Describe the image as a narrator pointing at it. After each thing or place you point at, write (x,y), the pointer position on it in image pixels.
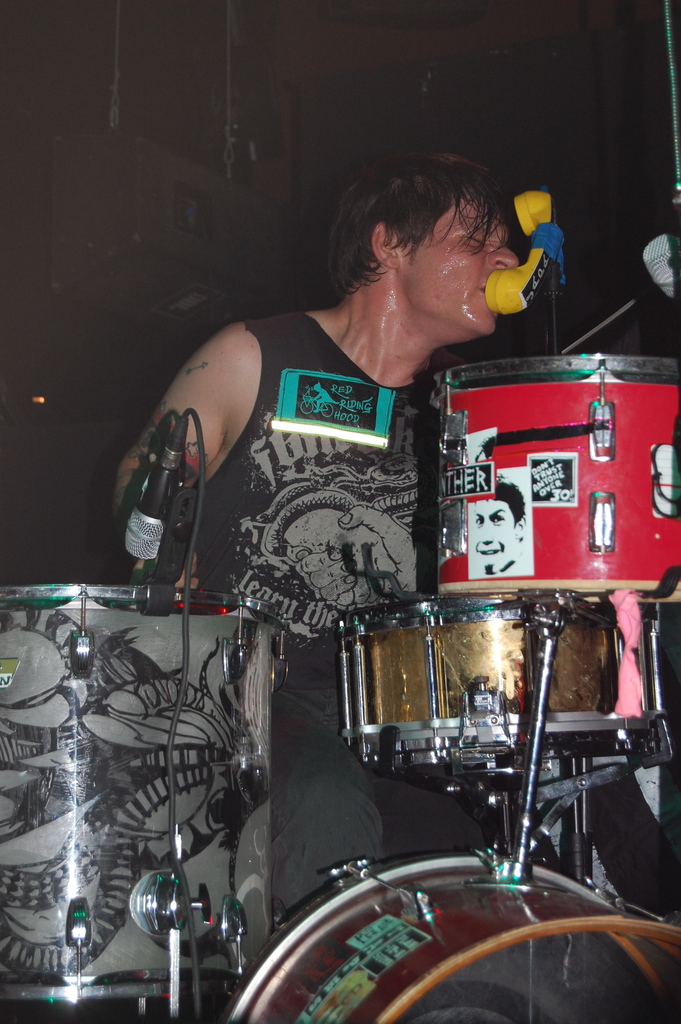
In this image we can see a person (424,375) wearing black dress (332,535) is sitting in front of musical instruments (432,855). To the left side of the image (168,486) we can see a microphone (173,464) with cable (198,992) attached to it.
